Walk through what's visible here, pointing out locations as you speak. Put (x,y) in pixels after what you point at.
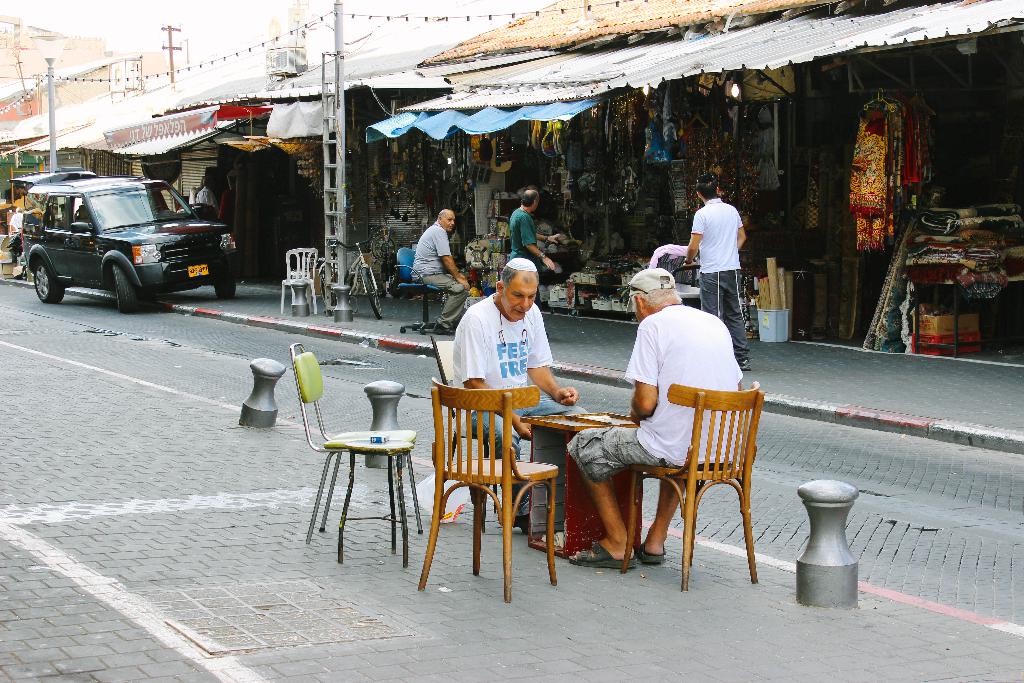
In this image there are two persons (481,354) who are sitting on a chair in front of them there is one table (564,465) and on the top of the image (549,109) there are some stores (622,104) and poles (51,70) are there and in the middle of the image (442,242) there is one person (434,260) who is sitting beside that person (435,247) another man (534,227) who is standing and beside that man (523,221) another man (718,274) who is walking and he is wearing a white shirt (721,261) and in the middle of the image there is one chair (288,282) and on the left side of the image (92,233) there is one car (124,241).
